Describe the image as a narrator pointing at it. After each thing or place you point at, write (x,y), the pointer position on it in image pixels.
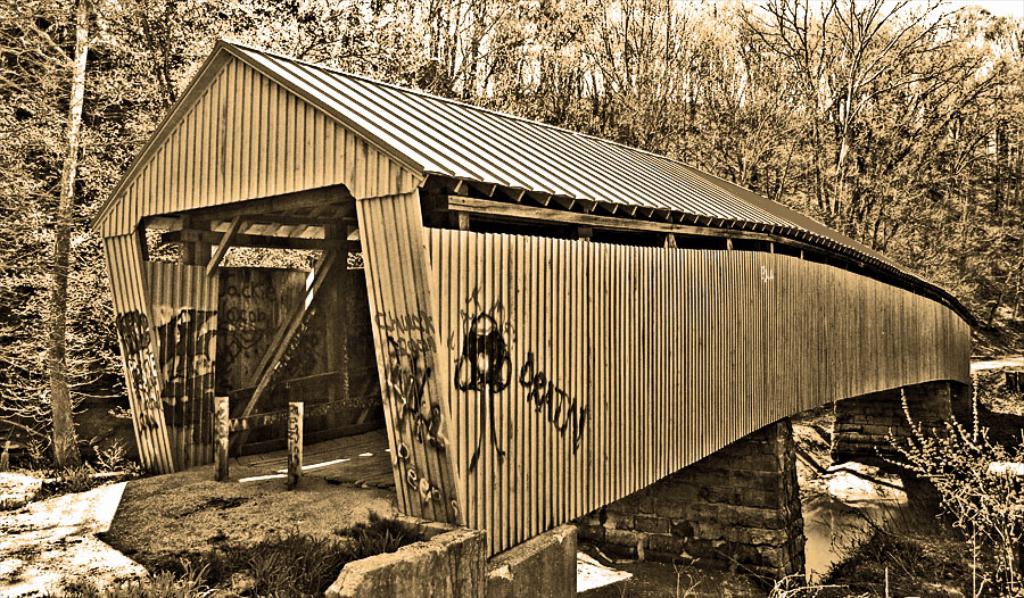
In the middle of the picture (453,360), we see a bridge (358,442) with a roof (575,176) over the river (831,514). Beside the bridge (749,486), we see the poles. On the right side (945,502), we see a tree (972,472). At the bottom (317,578), we see the grass (249,576). There are trees (669,133) in the background (773,161). This might be an edited image.
